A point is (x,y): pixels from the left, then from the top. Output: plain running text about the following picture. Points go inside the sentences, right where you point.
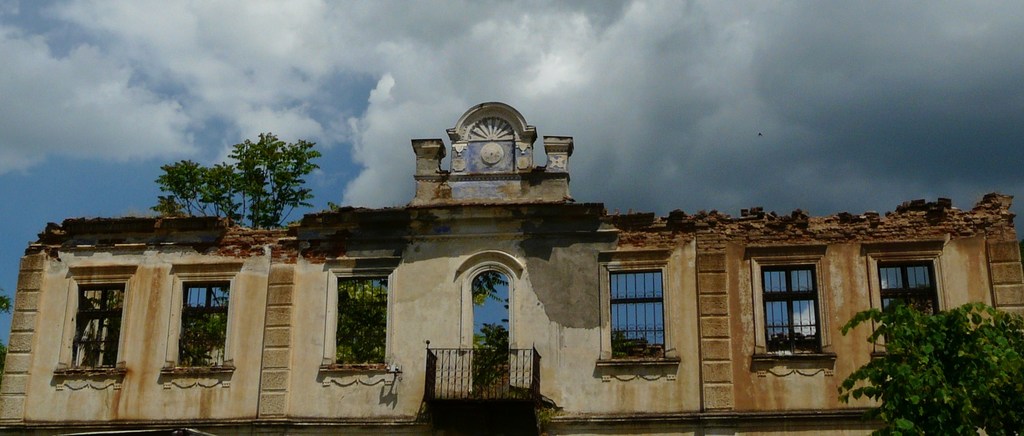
In this picture I can see the wall (753,310) in front (566,328), on which there are windows (883,300) and I can see few trees (1008,344). In the background (275,88) I can see the sky (827,97), which is cloudy.
